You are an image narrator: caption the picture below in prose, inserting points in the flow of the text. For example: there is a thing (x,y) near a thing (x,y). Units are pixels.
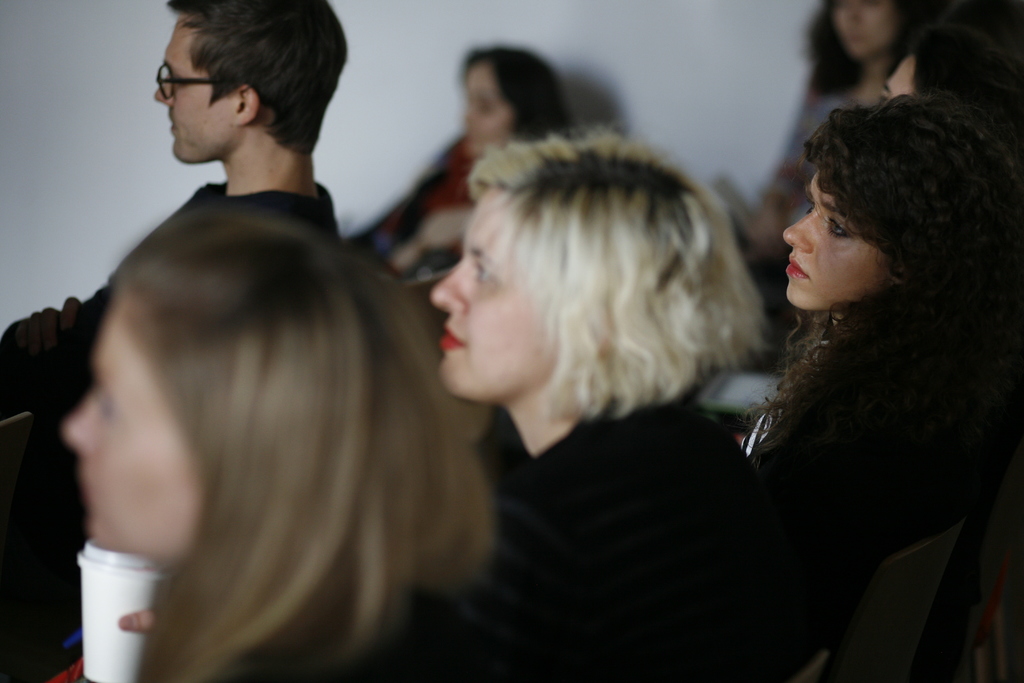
There are many people (621,340) sitting on chair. On the left side (106,594) there is a person (339,566) holding a cup (108,592). In the background (394,152) it is blurred and there is a wall (423,61). On the left side (196,113) a man (254,132) is wearing a specs (174,78).
